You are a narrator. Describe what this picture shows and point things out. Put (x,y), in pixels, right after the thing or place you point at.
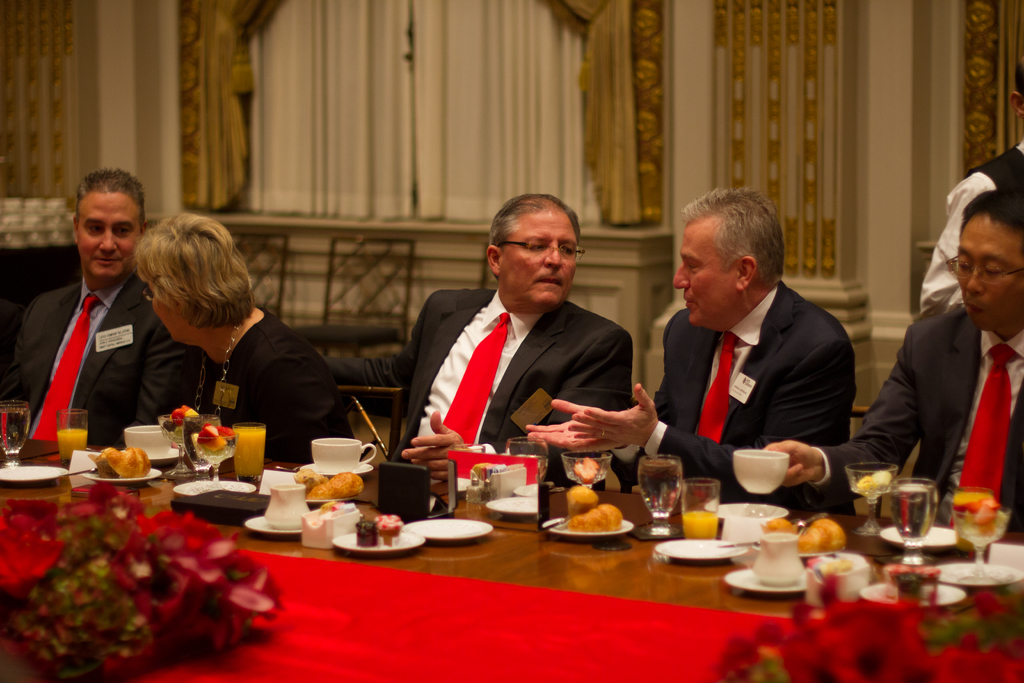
In this image I can see few people (254,378) are sitting and I can see all of them are wearing formal dress (19,385). I can also see a table (441,603) and on it I can see few flowers (782,672), number of plates (501,507), number of cups (737,476), glasses (534,483) and different types of food (335,484). Here I can see two of them are wearing specs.
